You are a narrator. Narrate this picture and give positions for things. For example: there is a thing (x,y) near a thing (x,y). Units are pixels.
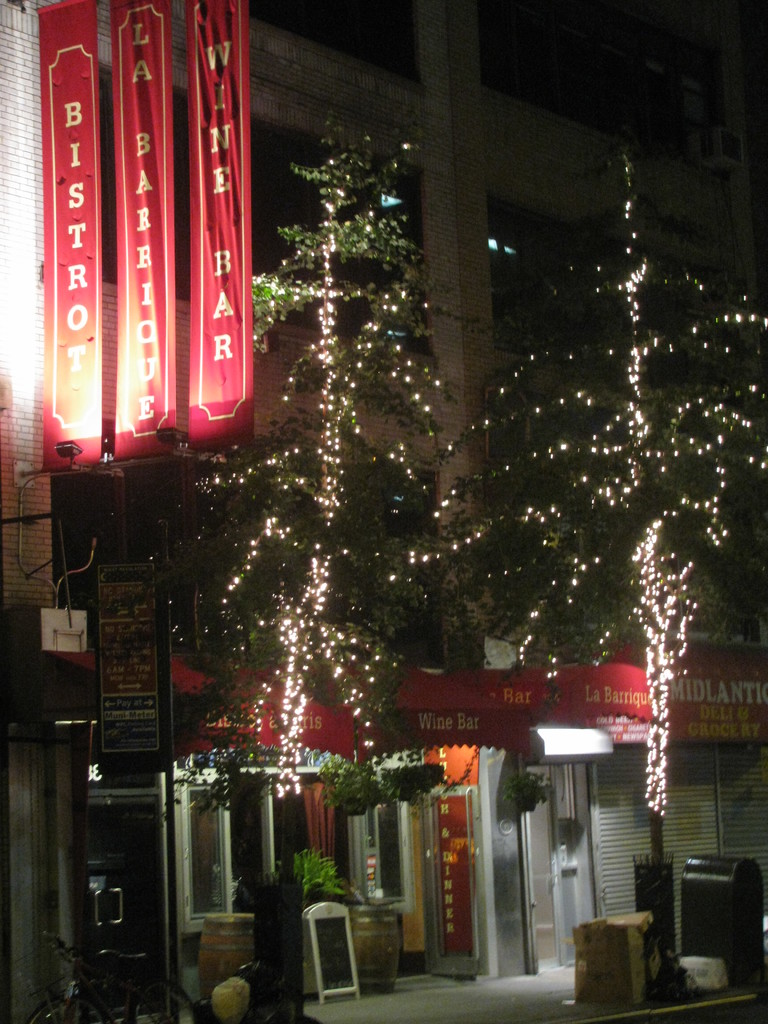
In this image I can see the building (177,364). I can see many banners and boards (119,673) to the building (13,614). In-front of the building (22,669) I can see the trees (456,589) with lights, barrels (238,955) and also boards (460,896).
